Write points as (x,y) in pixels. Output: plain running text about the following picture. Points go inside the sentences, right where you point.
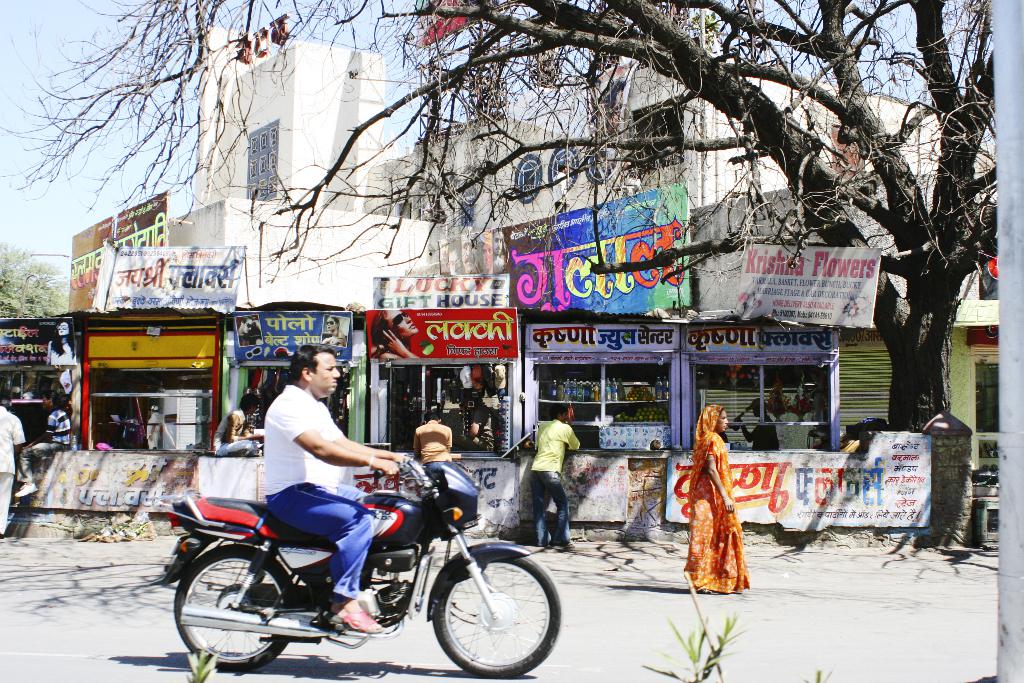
In the image there is a man (286,459) sat on a bike (326,554), and on the backside (380,400) there are many shops (396,369), the picture clicked on street (684,635) and on the right side (947,303) there is a tree (947,303).
